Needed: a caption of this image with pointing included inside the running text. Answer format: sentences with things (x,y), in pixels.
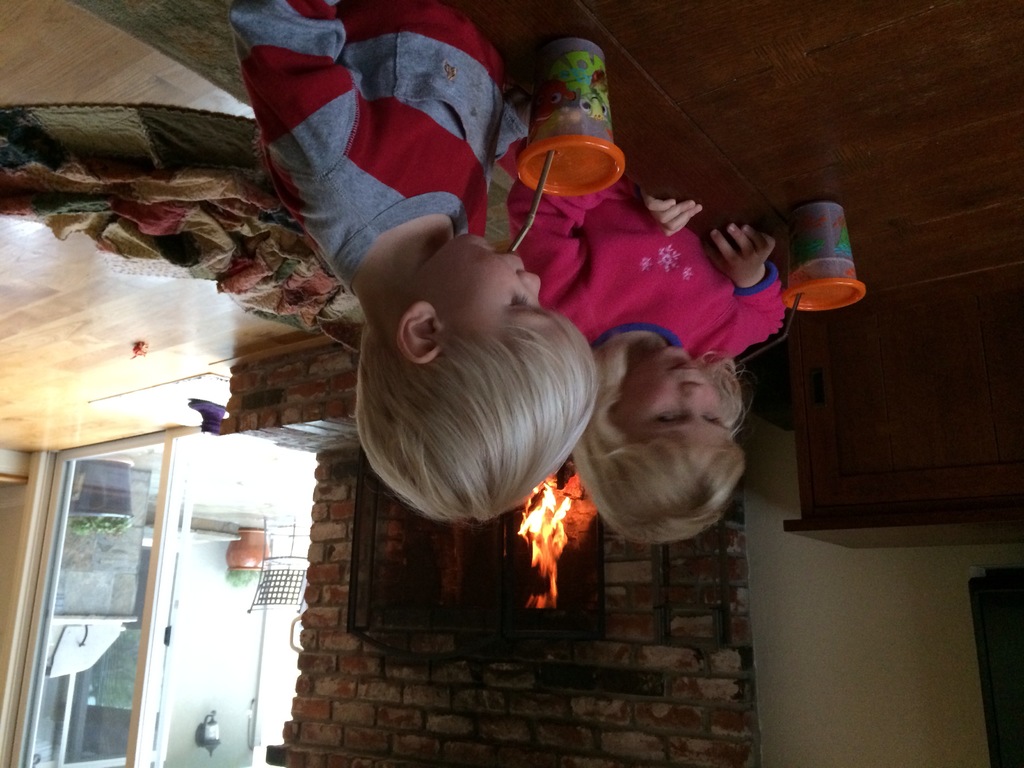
In this picture there is a small boy (332,185) and a girl (700,445) those who are sitting in front of the table (791,31) and there are shakes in front of them, there is a plant pot (240,575), chair (266,584), a rug (286,287) on the floor (147,383) in the image and there is a desk (961,520) in the image.
